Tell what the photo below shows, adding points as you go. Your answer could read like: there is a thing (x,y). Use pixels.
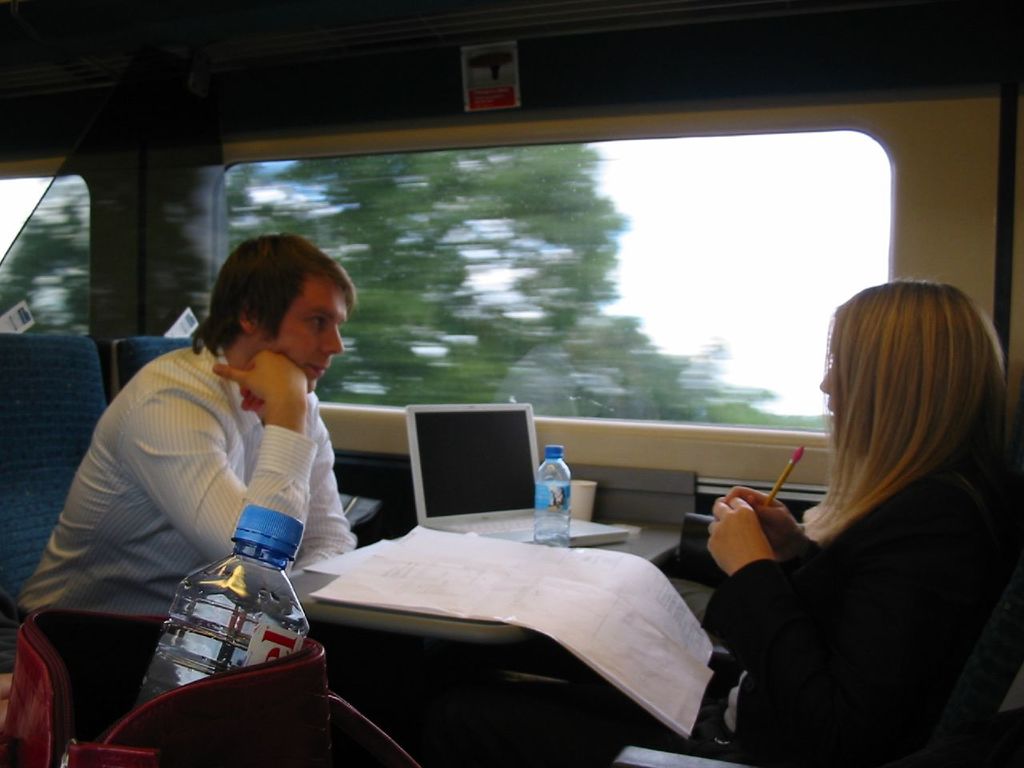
This is the image in the train (46,407) near window (696,300). On the left side of the image (78,677) we can see a bag (253,723) in which there is a water bottle (201,623). here on the table (376,619) we can see few papers (462,580), a laptop (493,489), a water bottle (562,485) and a cup (590,500). On the right side of the image (878,602) we can see a woman (843,477) holding a pencil (776,498) in her hands (736,541). On the left side of the image (90,464) we can see a man (97,518) sitting on the seat (78,435) and looking at the women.
